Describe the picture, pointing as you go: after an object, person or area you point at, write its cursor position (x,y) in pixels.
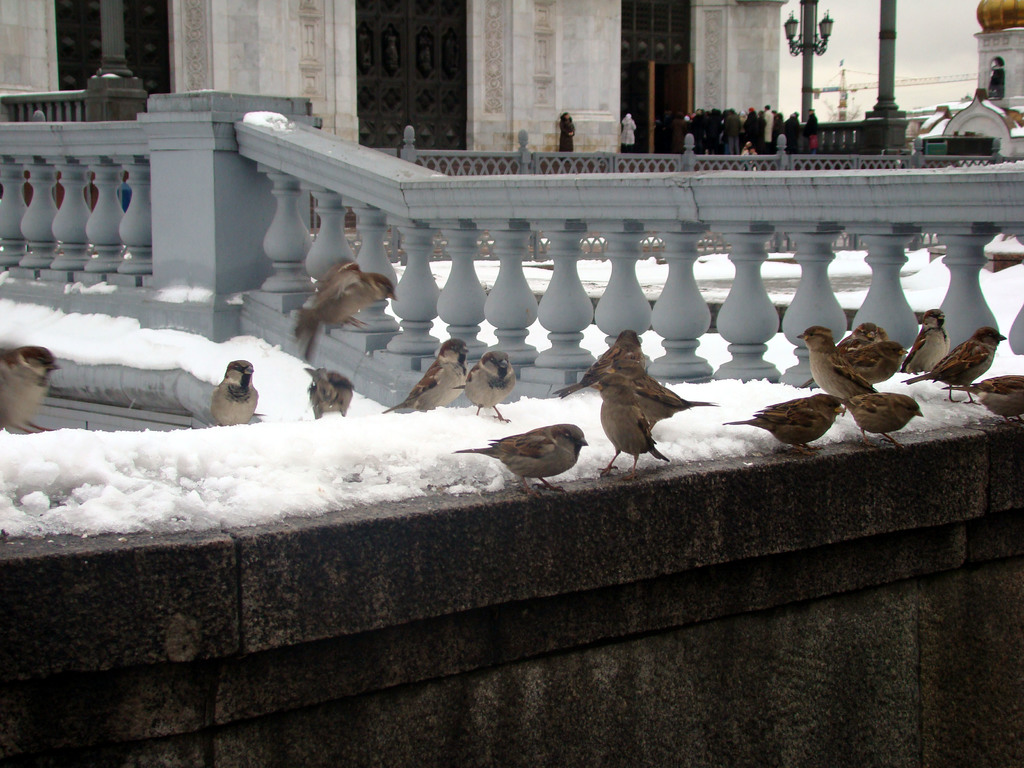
In this image I can see few birds (524,444) which are brown, black and cream in color are standing on the concrete wall (666,477). I can see some snow (260,462) on the wall (599,471). In the background (780,132) I can see number of people (751,120) are standing, the grey colored railing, few poles (890,95), a crane (867,86) to the right top of the image (863,83), a building (750,79) and the sky (829,62).
